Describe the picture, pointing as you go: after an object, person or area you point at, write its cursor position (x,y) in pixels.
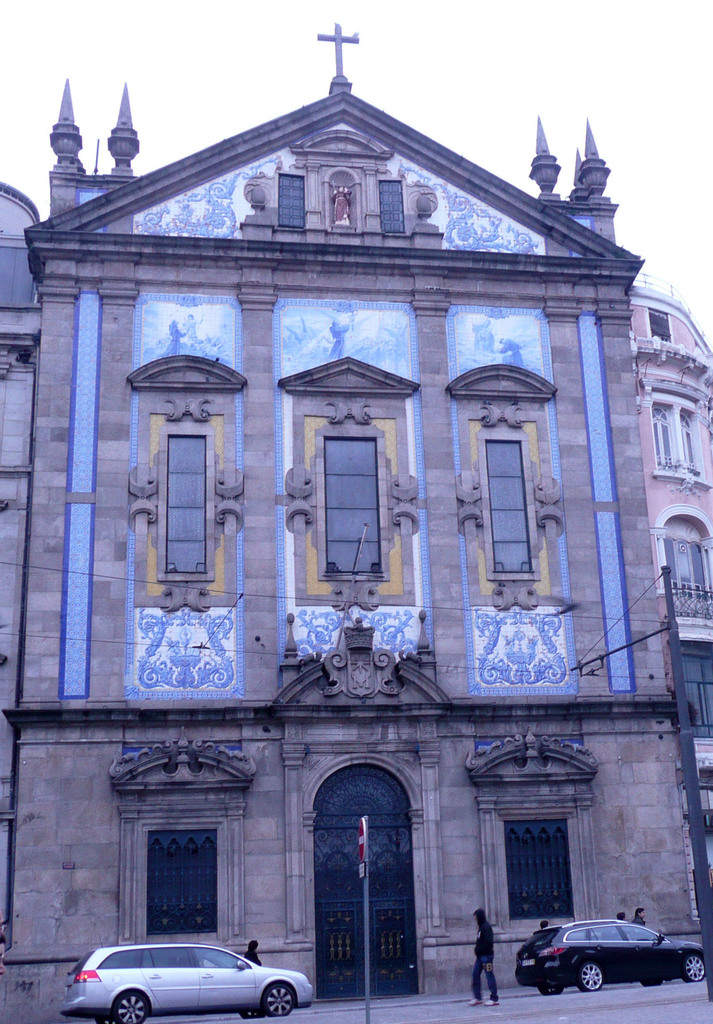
In the center of the image (386,432) building (359,545), windows (371,544), door (321,798), grills (327,851) are present. At the bottom of the image (361,831) some persons (489,927), cars (605,942), board (361,840), poles (674,648), road (609,1002) are present. At the top of the image (595,3) sky (577,7) is there.
